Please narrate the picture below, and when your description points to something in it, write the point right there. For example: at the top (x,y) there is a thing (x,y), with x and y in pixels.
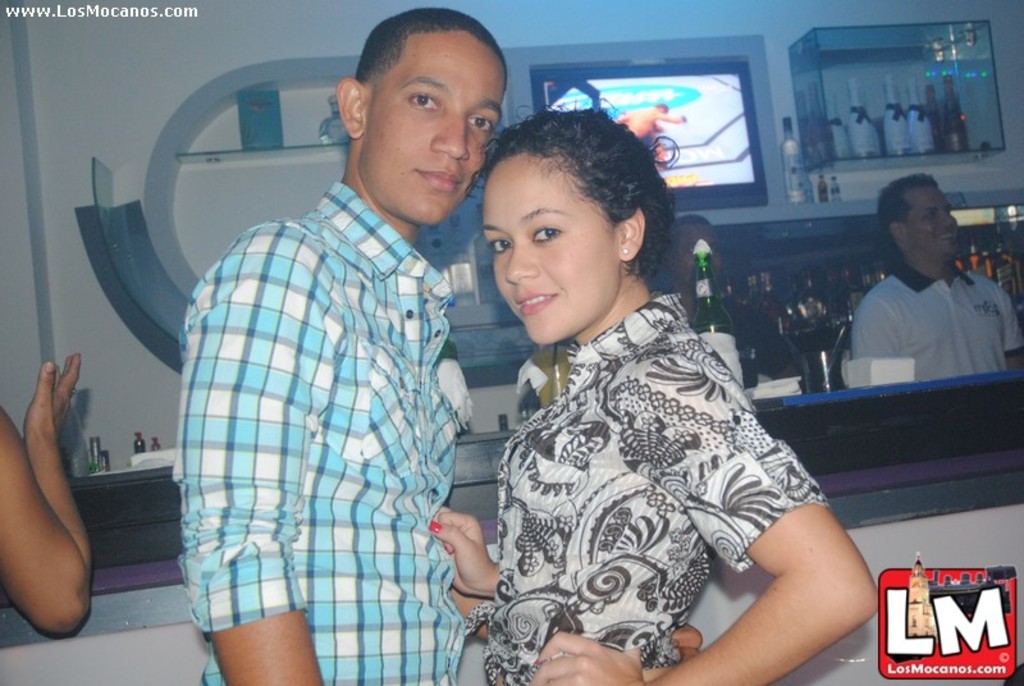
In this image I can see people (519,293) are standing and I can see smile on few faces (512,250). In the background (630,75) I can see television (638,90), number of bottles (851,143) and here I can see watermark (990,616).
